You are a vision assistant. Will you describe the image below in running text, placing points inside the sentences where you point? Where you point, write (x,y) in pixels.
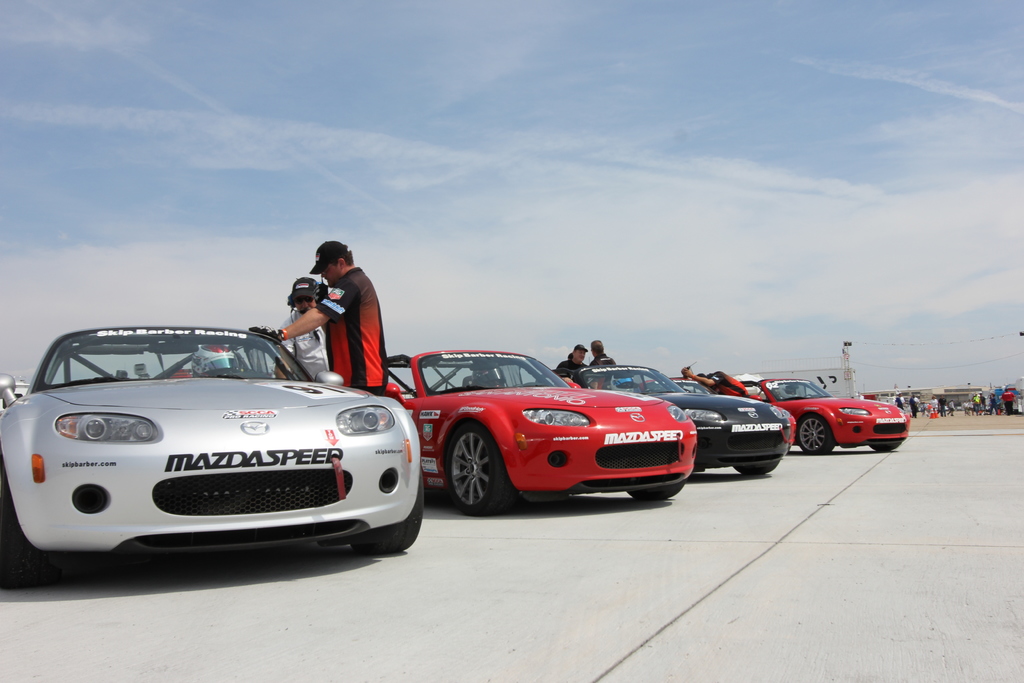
There are four sports cars (893,447), which are parked. I can see few people (588,364) standing. In the background (831,375), that looks like a building (921,396). I can see few people (912,405) standing.
